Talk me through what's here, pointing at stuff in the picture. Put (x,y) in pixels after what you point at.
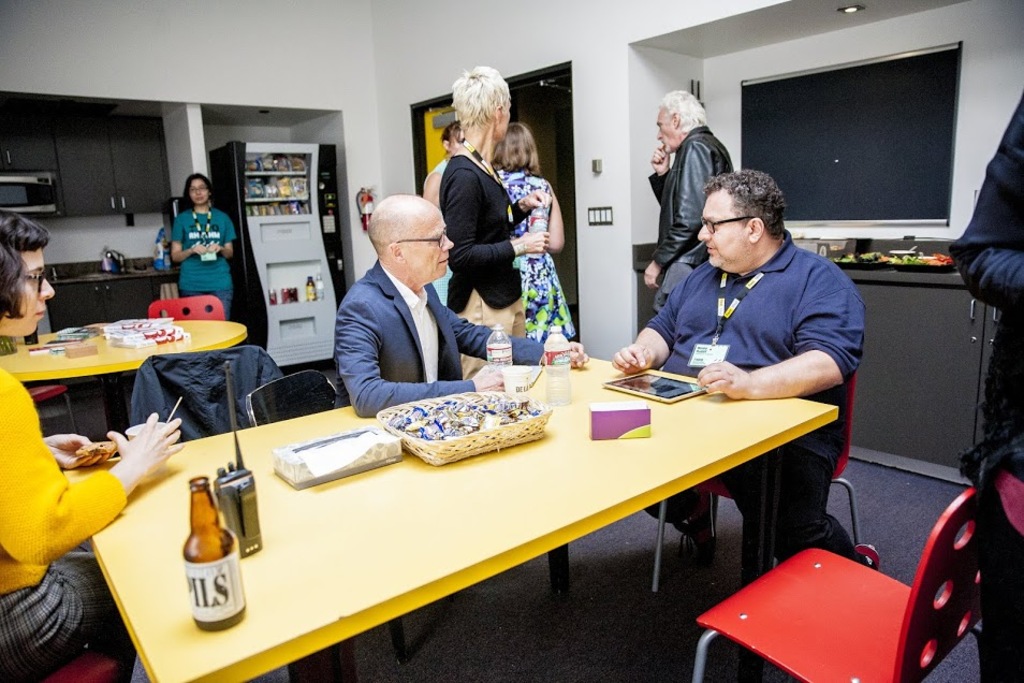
In this picture there is a room (725,545) in which there is a table (362,537) and beside the table (418,491) there are few people (373,323) sitting around it, on the table (303,534) there is glass bottle (208,541), mic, tab (667,381), bottle (554,367) on it. At the background (291,204) there is a fridge (290,174) and beside it there is a woman (201,251). To the right corner (793,119) there is a television (789,76) under which there is a cupboard (912,331).
